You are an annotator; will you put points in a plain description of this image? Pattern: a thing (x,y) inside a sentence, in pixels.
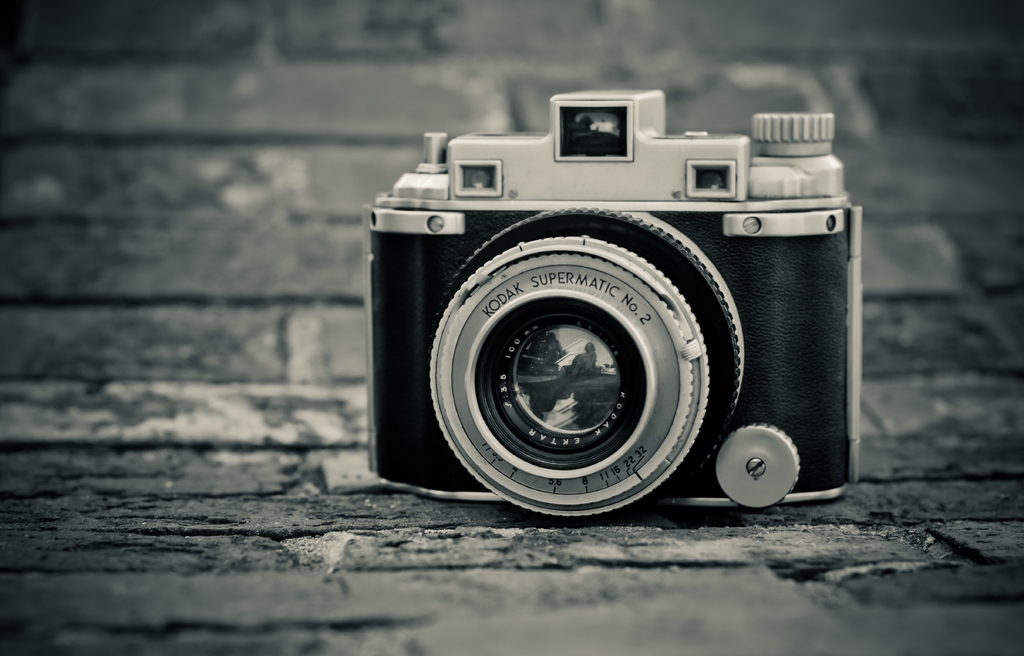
In the foreground of this image (532,298), there is a camera (629,394) on the surface (269,508).
